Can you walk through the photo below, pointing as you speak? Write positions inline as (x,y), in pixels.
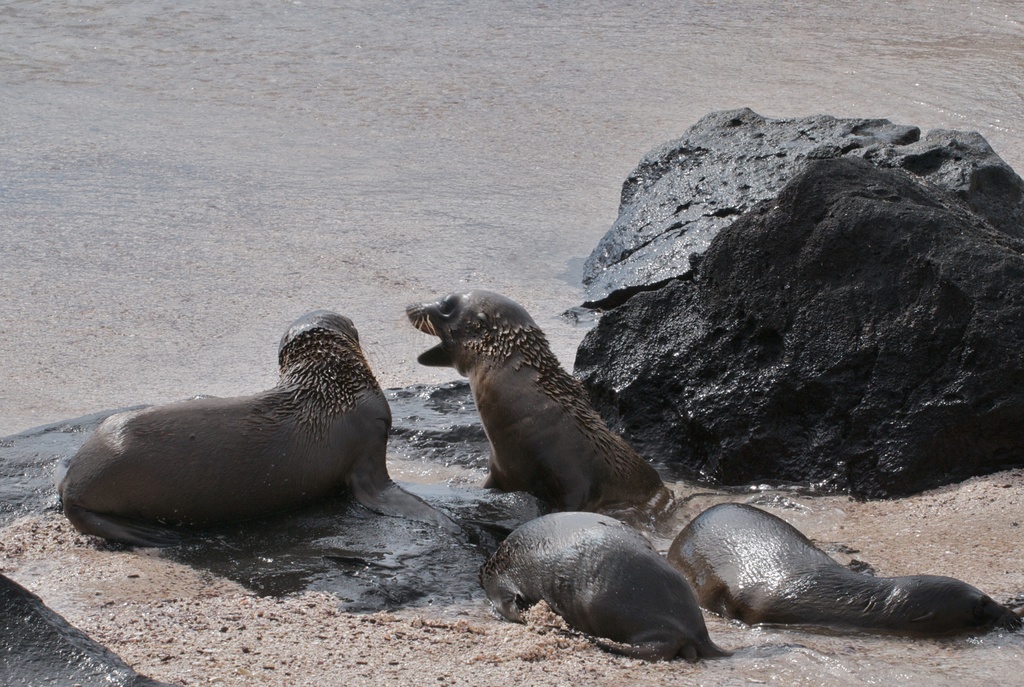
In this image we can see a sea (570,96). There is a rock (848,268) in the image. There are few aquatic animals (517,382) in the image.
